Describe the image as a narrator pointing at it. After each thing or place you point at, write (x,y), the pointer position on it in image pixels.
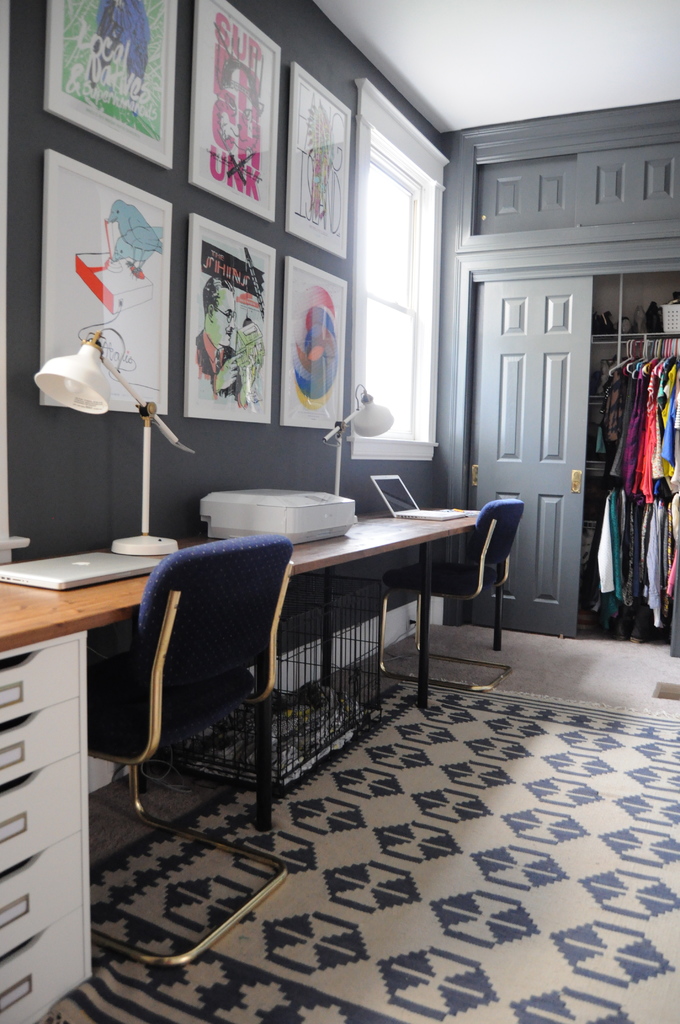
In this image we can see a table (19,685) and on the table (13,639) we can see the laptops (156,561), lamps (134,390) and also an object (275,503). We can also see the chairs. Image also consists of a closet (622,368), window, door (571,479) and also a carpet (536,717) on the floor (538,636). We can also see the ceiling (520,67) and also the painting frames (262,343) attached to the wall (184,283).
